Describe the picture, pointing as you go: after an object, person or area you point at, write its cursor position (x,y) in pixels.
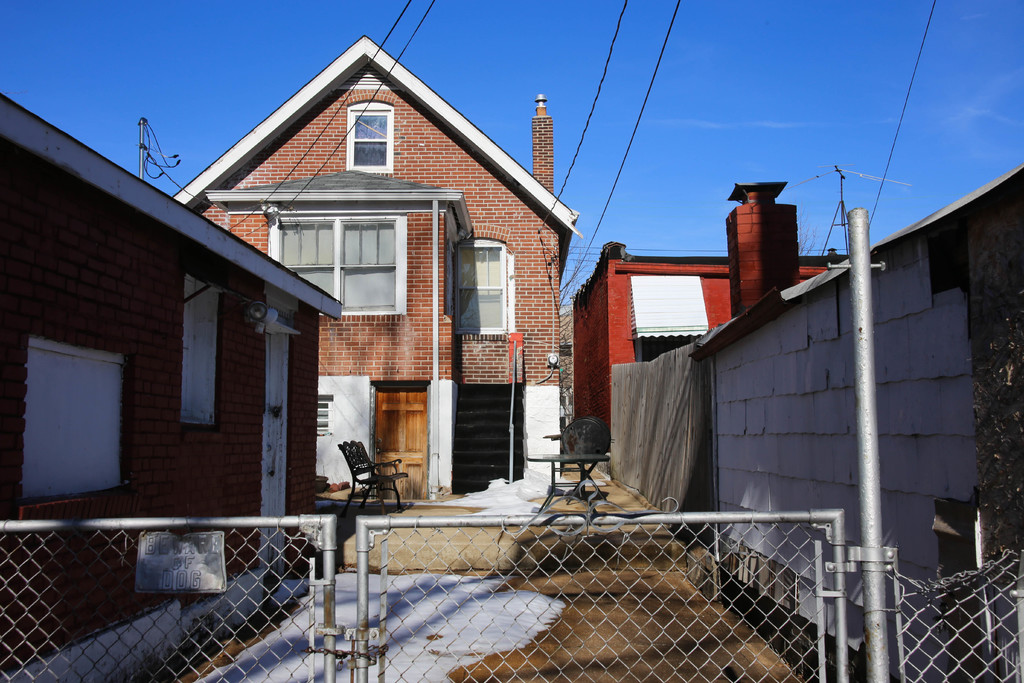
In this picture we can see a board (223,567) on the gate (398,539). On the right side of the gate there is a pole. Behind the gate (317,542) there is a chair (372,486), an object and houses (402,377). In front the houses (401,204) there are cables (552,207) and behind the houses (575,327) there is the sky (622,59).
